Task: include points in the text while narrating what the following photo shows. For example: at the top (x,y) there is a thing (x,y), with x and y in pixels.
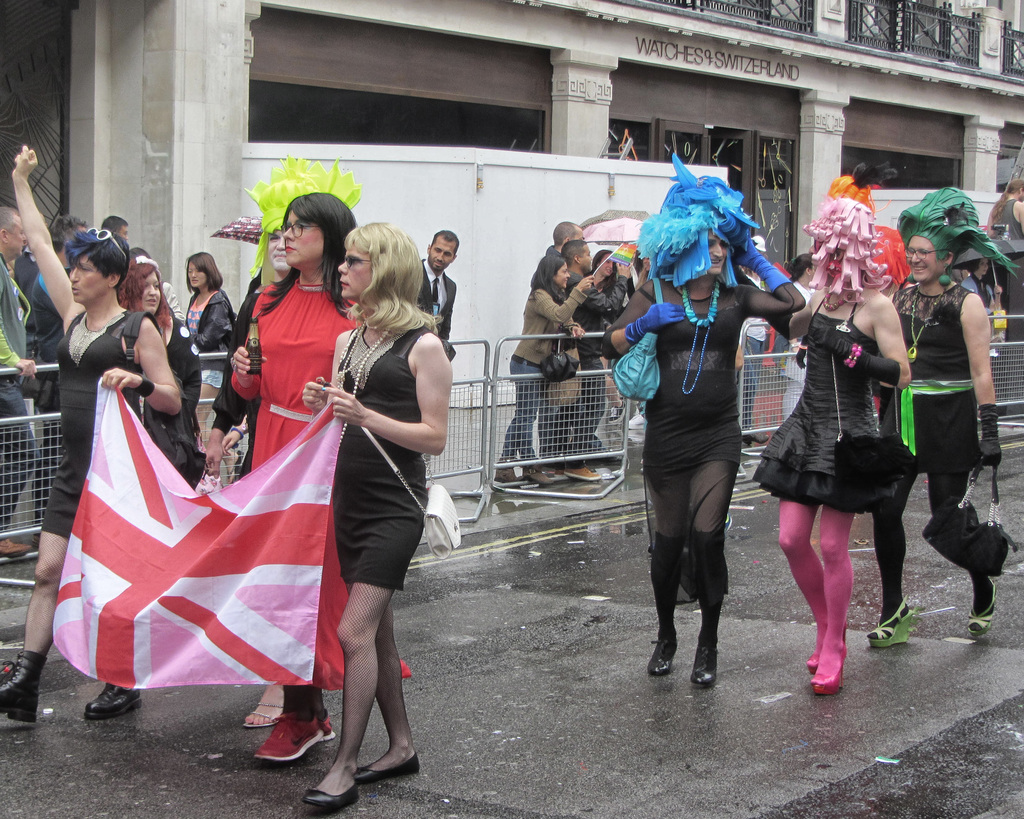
In this image we can see people (683,393) walking on the road (609,567). We can also see people (329,213) wearing fancy hats (890,251) and holding the flags (204,535). Image also consists of barrier gates (998,397) and behind the gates (793,381) we can see a few people (991,301) standing. We can also see the building (521,97) in the background (521,97).
